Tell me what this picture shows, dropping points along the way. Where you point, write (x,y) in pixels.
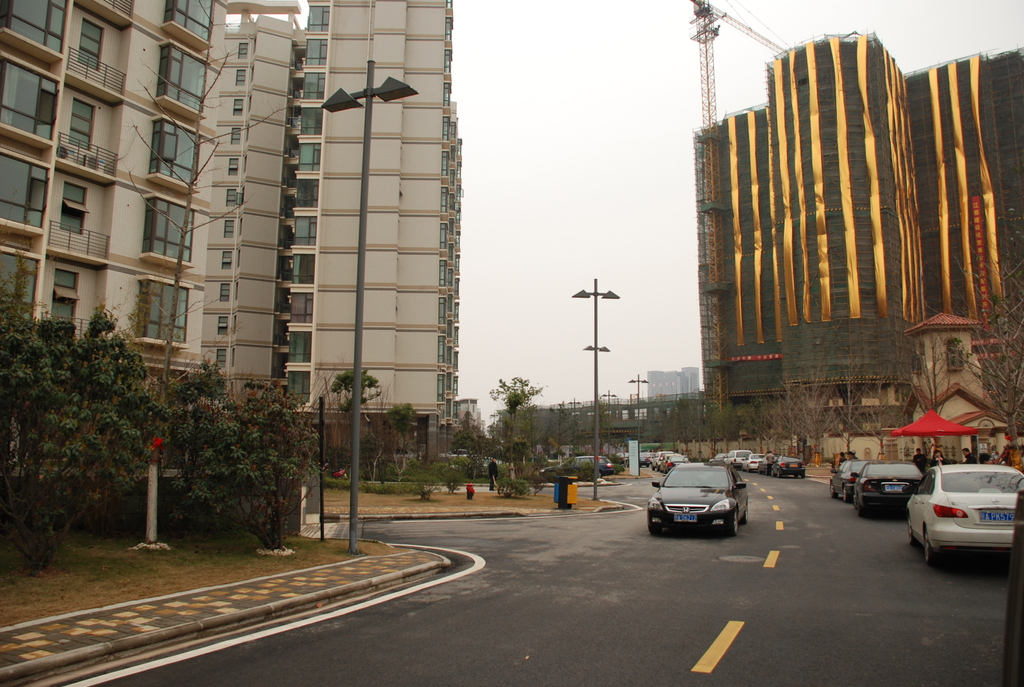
In this picture we can see the sky (645,201), building (993,439) and a skyscraper (456,209). On the right side (977,139) we can see a building (841,110) under construction and a tower crane (705,51). On the road (979,630) we can see vehicles (1003,493) and people (963,460). On the right side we can see a red tent (932,438). On the left side (94,467) we can see grass (519,496), plants (236,500), trees (46,496) and light poles (596,478). We can see a blue, yellow object (572,501) and a hydrant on the footpath (516,508).
